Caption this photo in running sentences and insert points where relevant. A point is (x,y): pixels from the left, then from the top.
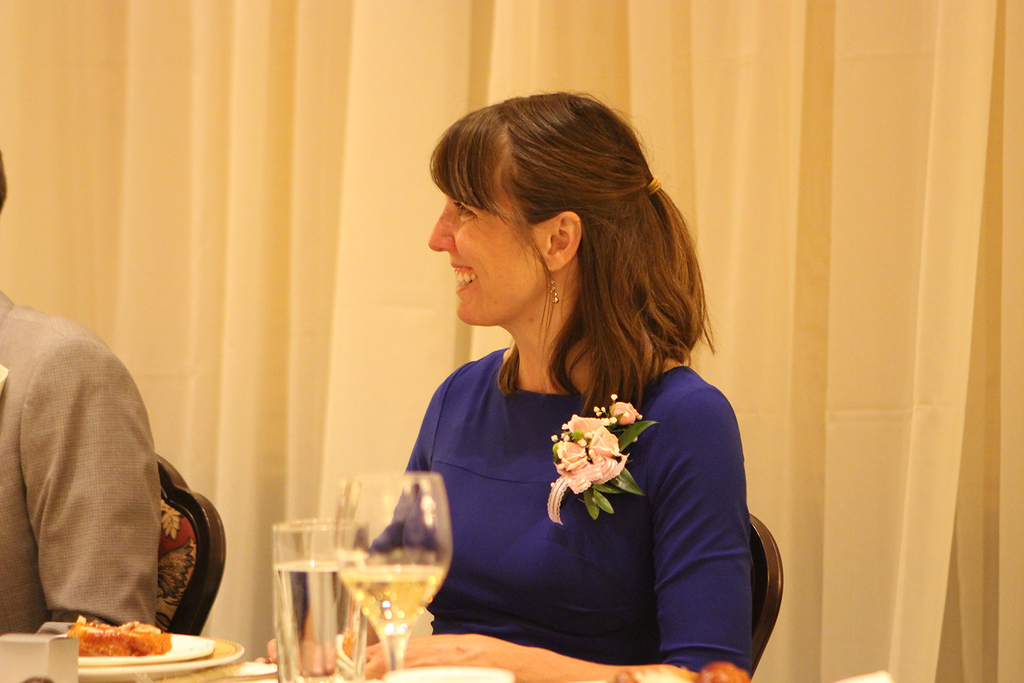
In this picture we can see two persons (570,554) sitting on the chairs (761,611). She is in blue color dress (673,494) and there is a flower (603,479) on that. And this is the table (185,672), on the table (198,675) there is a plate (200,660), these are the glasses (324,618). And on the background (798,332) there is a curtain (868,387).
